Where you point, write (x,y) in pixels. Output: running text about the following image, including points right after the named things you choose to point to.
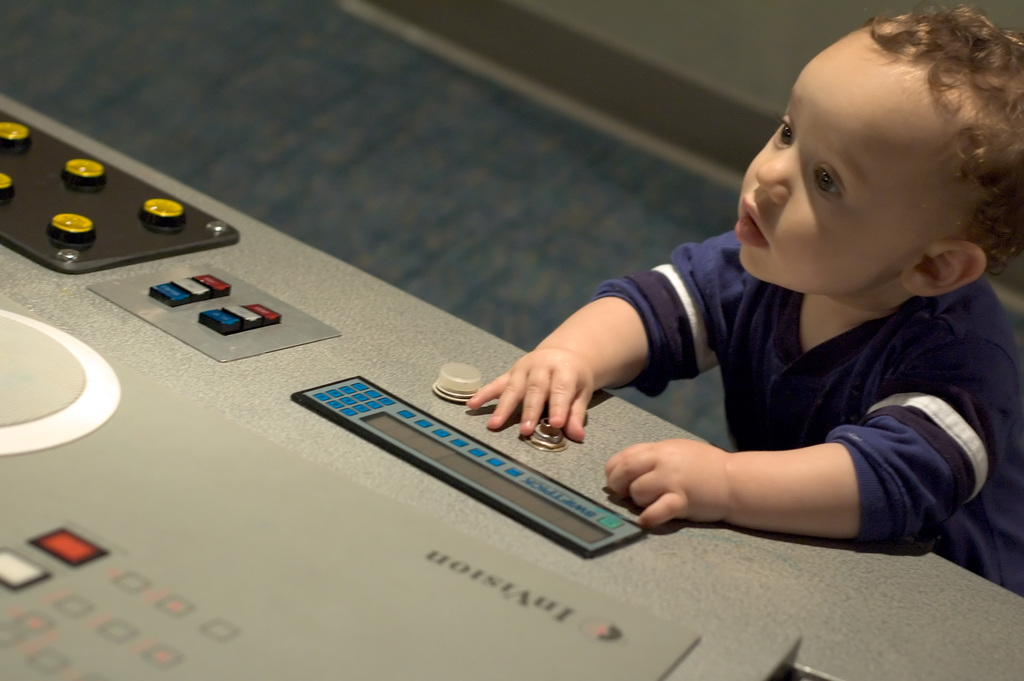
In this picture there is a boy (991,301) standing and holding the knob (556,431). There are knobs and there are buttons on the device (417,574). In the background (428,158) there is a floor (472,178).
